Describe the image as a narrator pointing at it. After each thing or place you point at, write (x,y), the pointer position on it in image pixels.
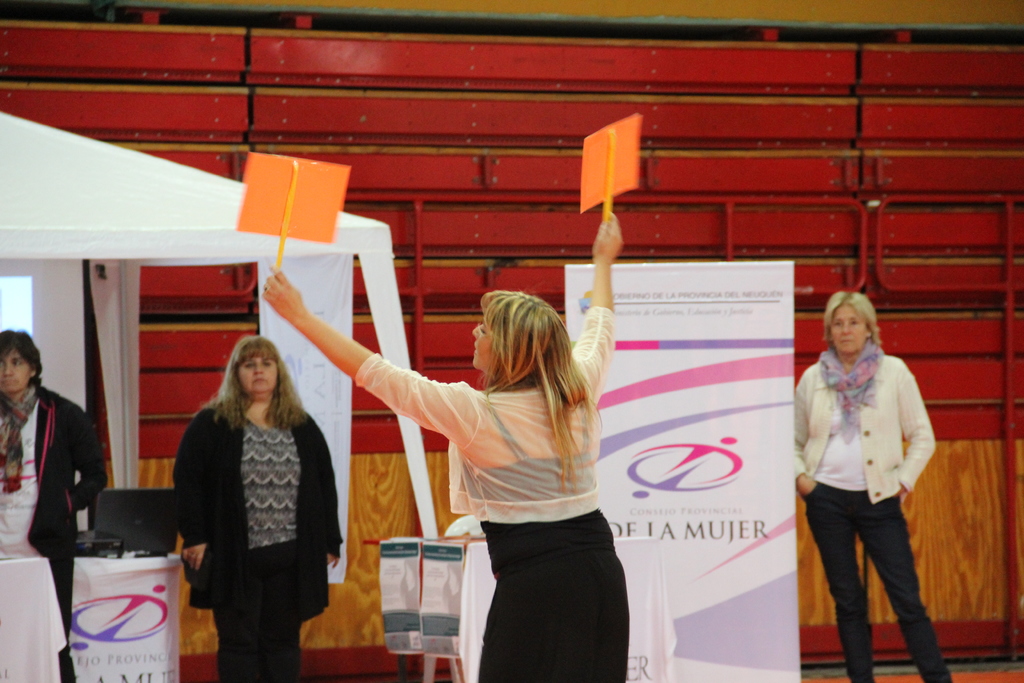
In this image there is one women (552,494) standing in middle of this image (501,321) is holding two paper objects (297,225). There is one another women (333,540) standing left side to her is wearing black color dress (262,554), and there is one another women (835,451) is at right side of this image (901,505) is wearing white color dress (864,434) and there is a wall (505,248) in the background (684,203), and there is one other person (46,493) standing at left side of this image (67,483). There is one laptop (130,552) at bottom left side of this image (138,545). There are some boards (689,539) which is in white color is at middle of this image (664,394) and left side of this image (125,625).
